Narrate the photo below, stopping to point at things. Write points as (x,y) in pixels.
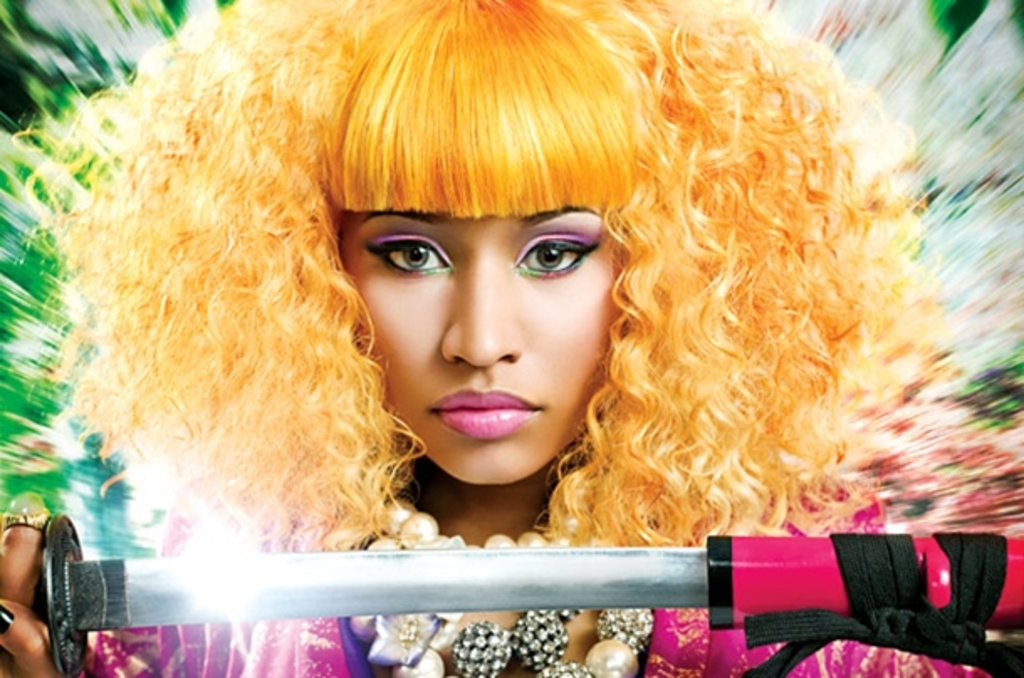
In this image, we can see a woman (490,503) is holding a weapon (516,598) and watching. Here we can see blur view.
